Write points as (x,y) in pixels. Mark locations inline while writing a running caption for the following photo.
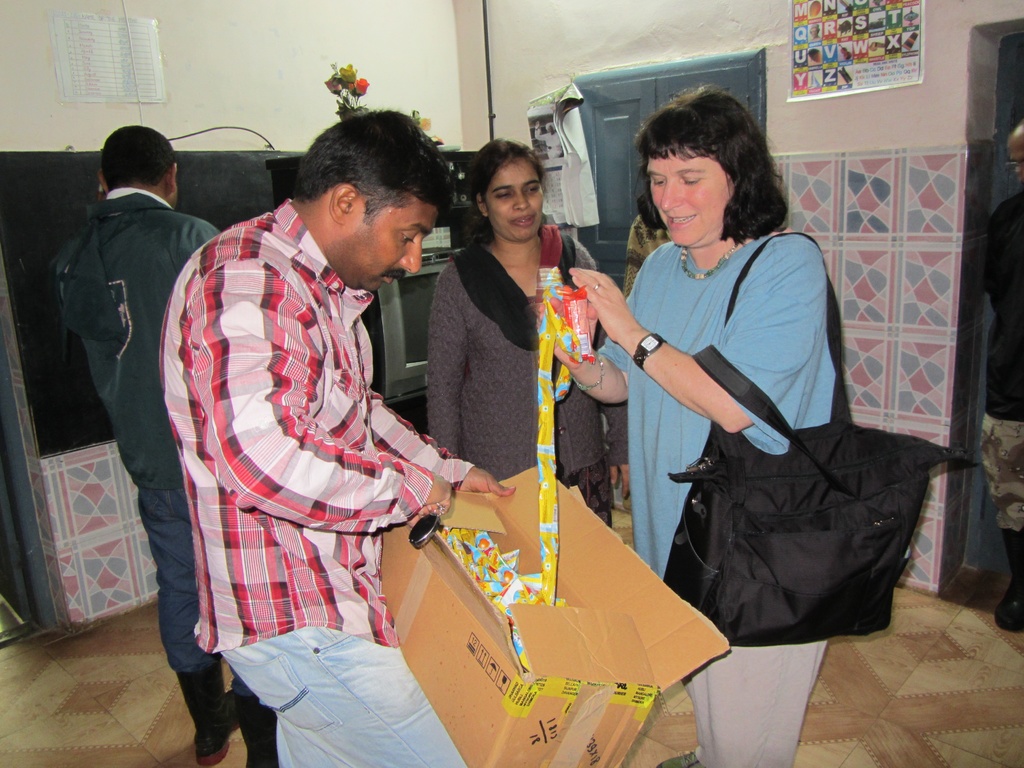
In this image we can see few people (457,408). There are few people (609,326) holding some objects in their hands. There are few objects (801,50) on the walls (571,66). There is a person (994,299) at the right most of the image (1006,270). There is a television (405,318) in the image. There are few artificial flowers (346,105) in the image.
